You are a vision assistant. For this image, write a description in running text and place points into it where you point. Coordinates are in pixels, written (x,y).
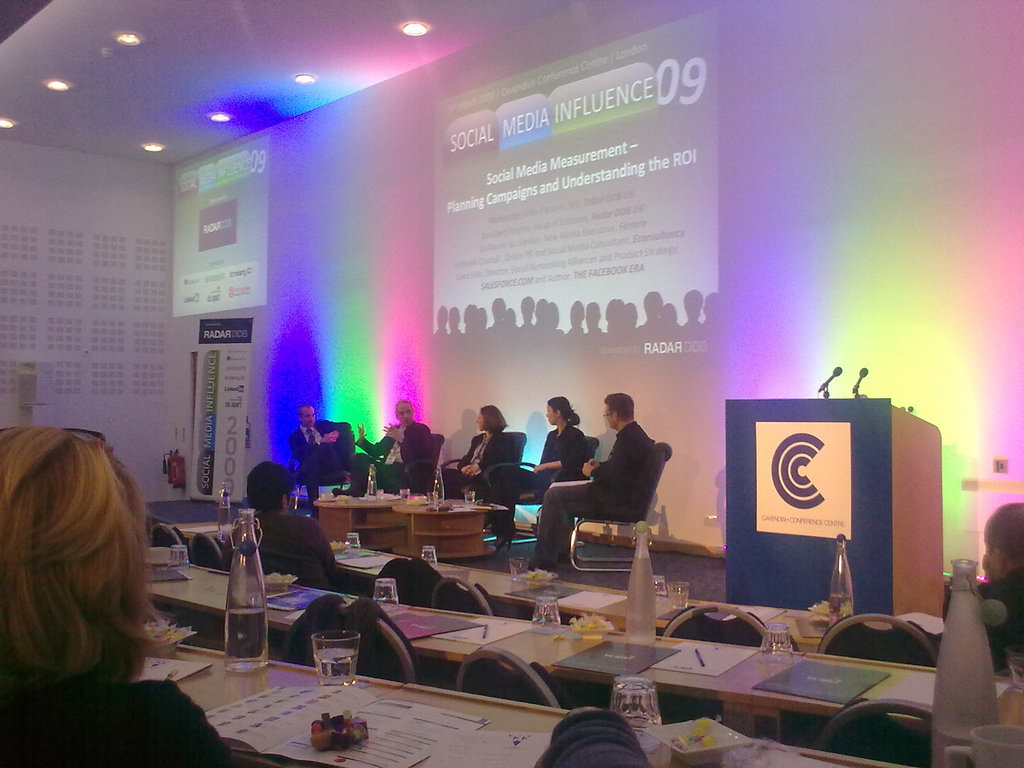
In this image we can see many people (482,439) are sitting on the chair (438,452). There is a podium (766,520) and two microphones (821,392) in the image. There are many chairs (544,682) and few tables (747,673) in the image. There are many objects (582,626) placed on the tables (563,637). There are many lamps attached to the roof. There is an advertising board (241,405) in the image.
